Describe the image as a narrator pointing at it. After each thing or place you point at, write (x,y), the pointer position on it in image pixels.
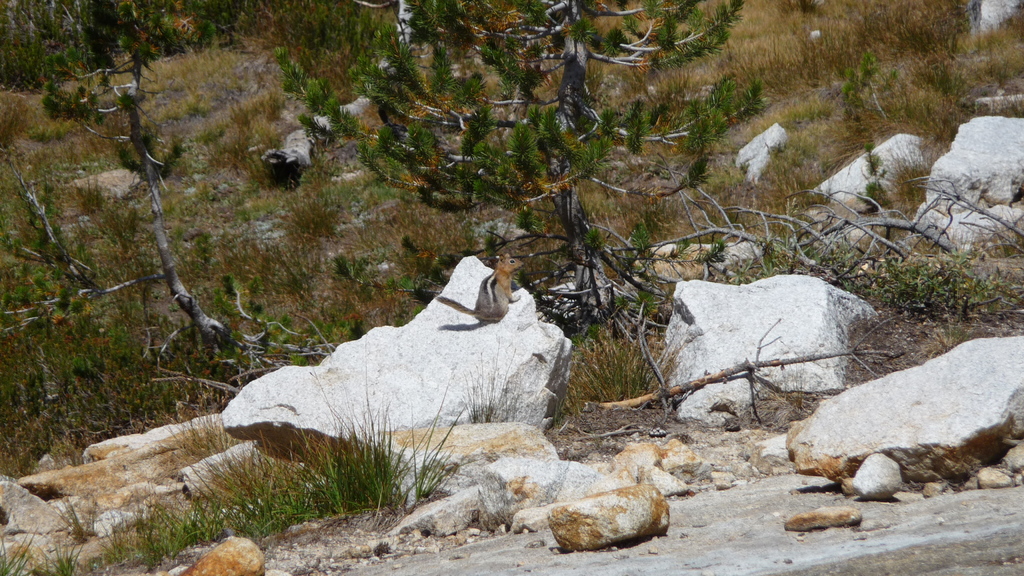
On this rock (481,339) there is a squirrel (486,314). In this image we can see rocks (974,435), branches (533,254), grass (304,463) and trees (557,63).
